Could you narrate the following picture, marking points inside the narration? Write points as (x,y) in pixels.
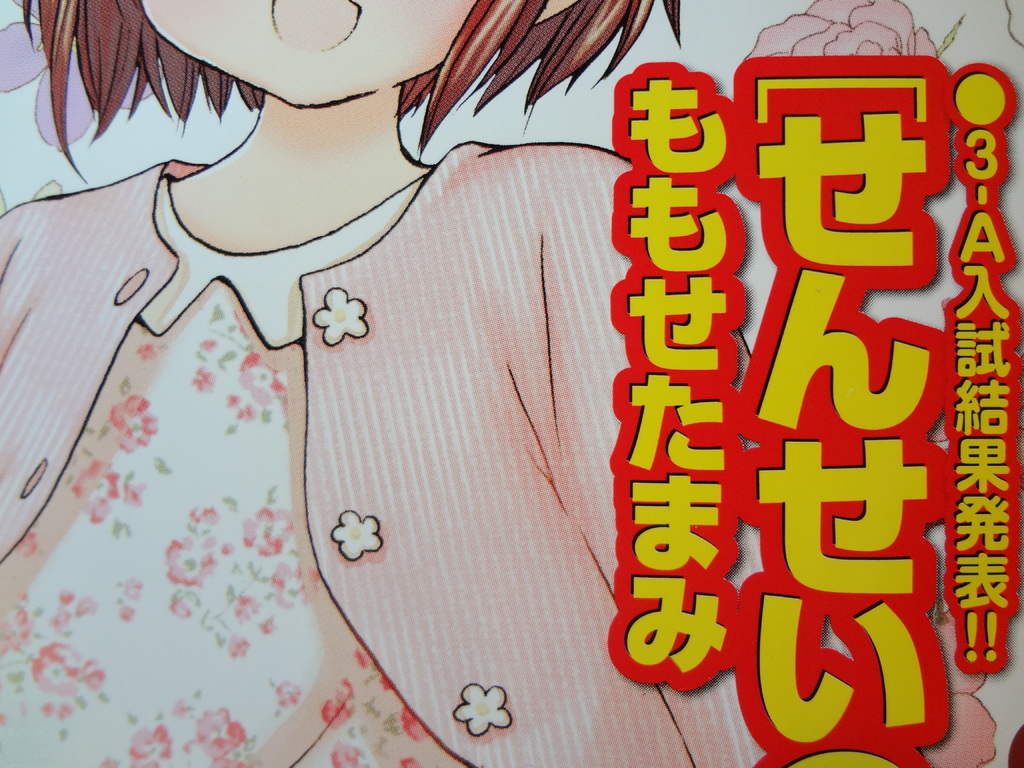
In this image, we can see depiction (370,489) of a person (135,547) and some text (806,263).
